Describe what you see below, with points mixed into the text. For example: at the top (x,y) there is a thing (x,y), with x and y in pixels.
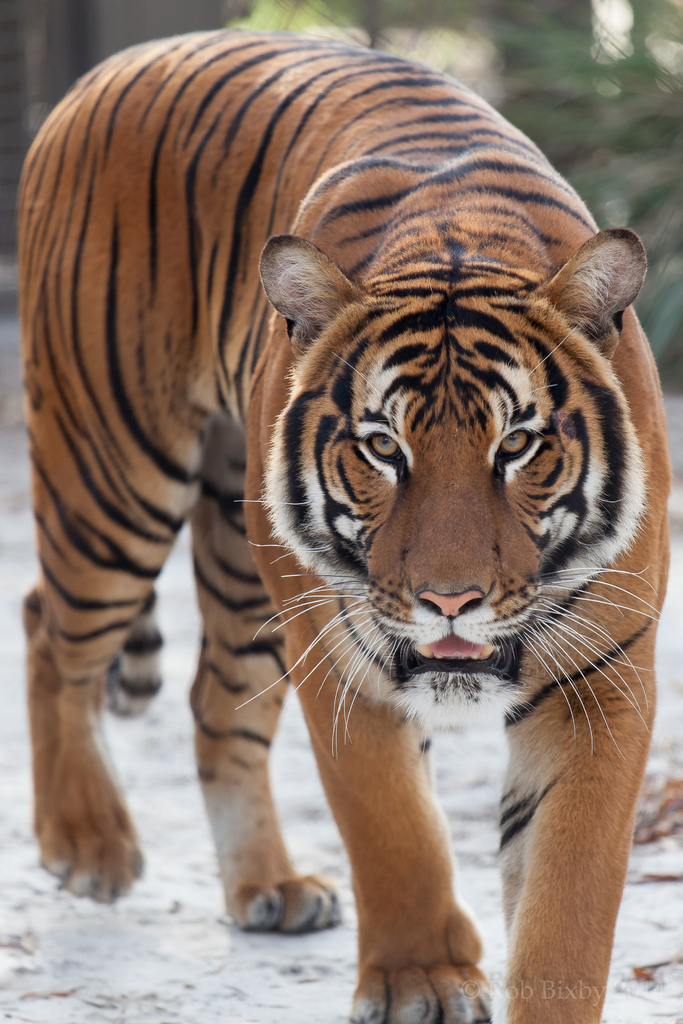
In this picture we can see a tiger (587,950) walking on the ground (656,756) and in the background (53,93) it is blurry.
